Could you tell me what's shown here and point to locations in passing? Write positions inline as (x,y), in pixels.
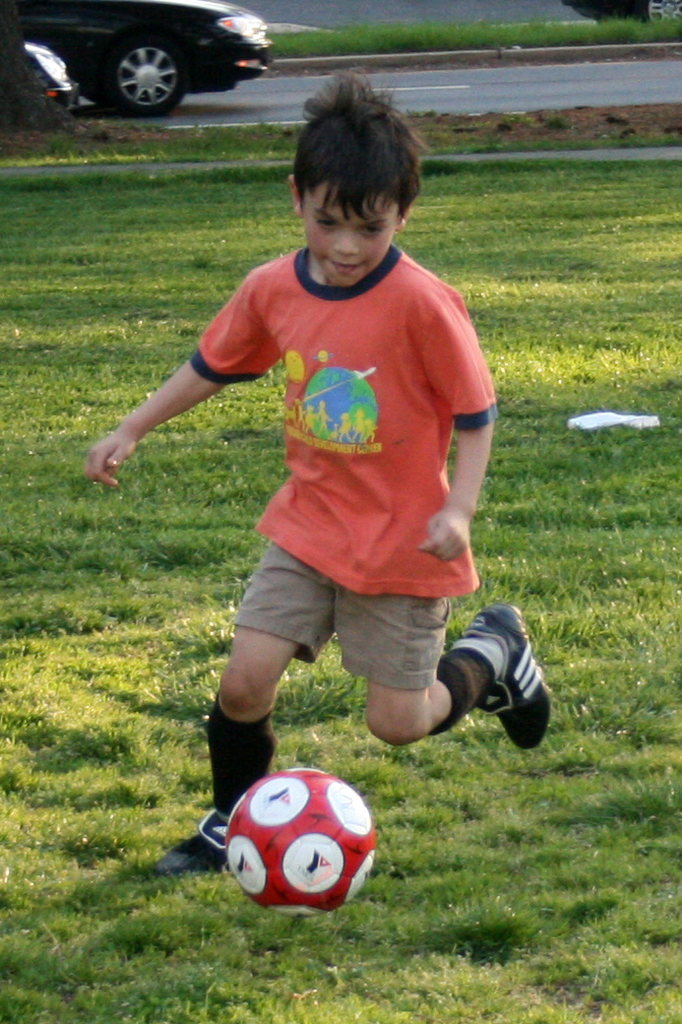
Here we can see that a boy (356,379) is running on the ground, and in front (297,853) there is the ball (292,861), and at back (121,87) a car (121,21) is travelling on the ground (633,58), here is the grass (595,28).
